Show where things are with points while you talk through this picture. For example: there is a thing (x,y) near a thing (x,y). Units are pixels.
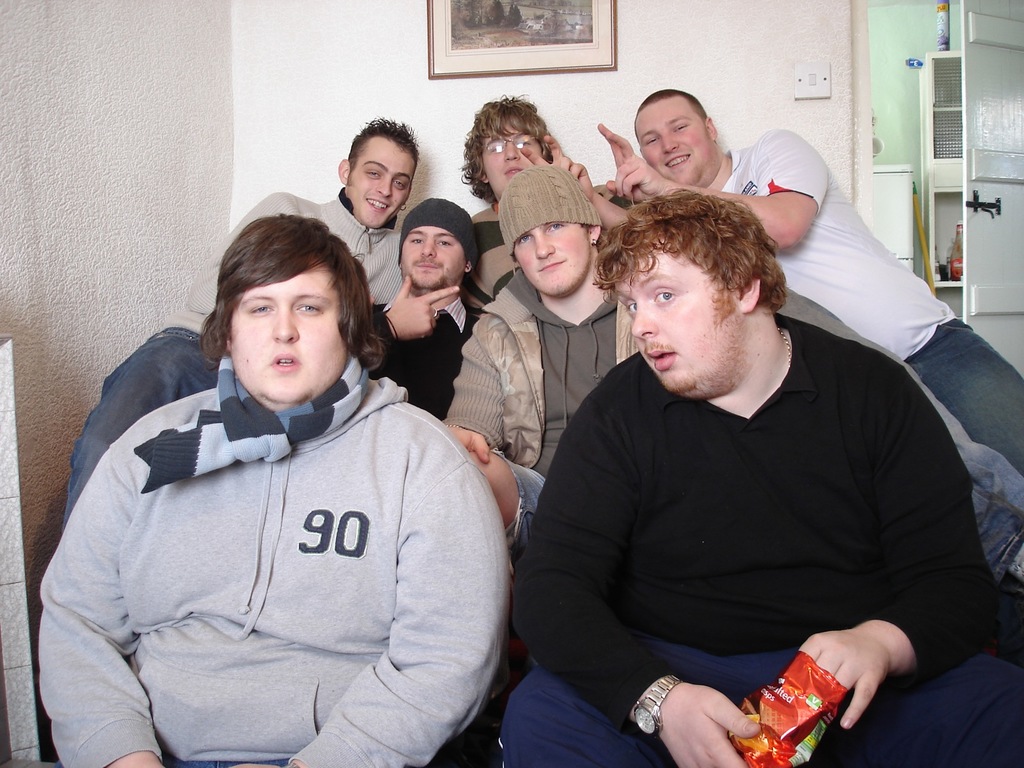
In the foreground of this image (475,372), there are seven men (572,276) are in sitting position posing to a camera. In the background (326,107), there is a wall (886,57), frame (553,46), door (978,59), stick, and the cupboard (952,149).
